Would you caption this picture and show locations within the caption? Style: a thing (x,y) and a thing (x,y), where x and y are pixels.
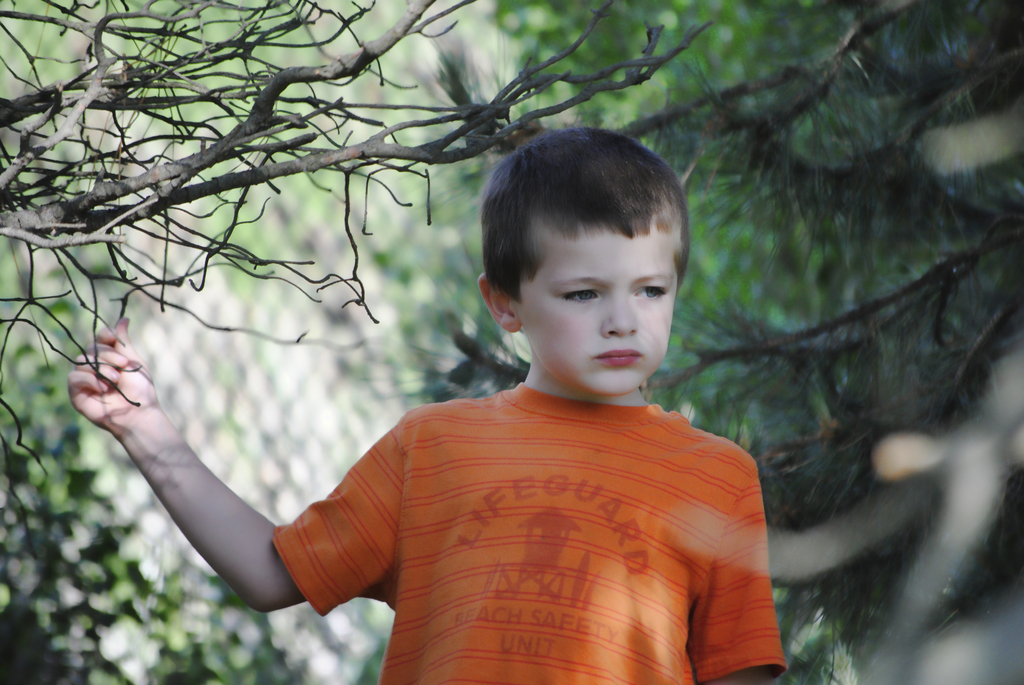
In the center of the picture (595,311) there is a boy (562,456) in orange t-shirt (522,537). On the left (158,168) there are branches (132,190) of a tree (230,152). The background (304,422) is blurred. In the background (895,339) there is greenery (140,582).
